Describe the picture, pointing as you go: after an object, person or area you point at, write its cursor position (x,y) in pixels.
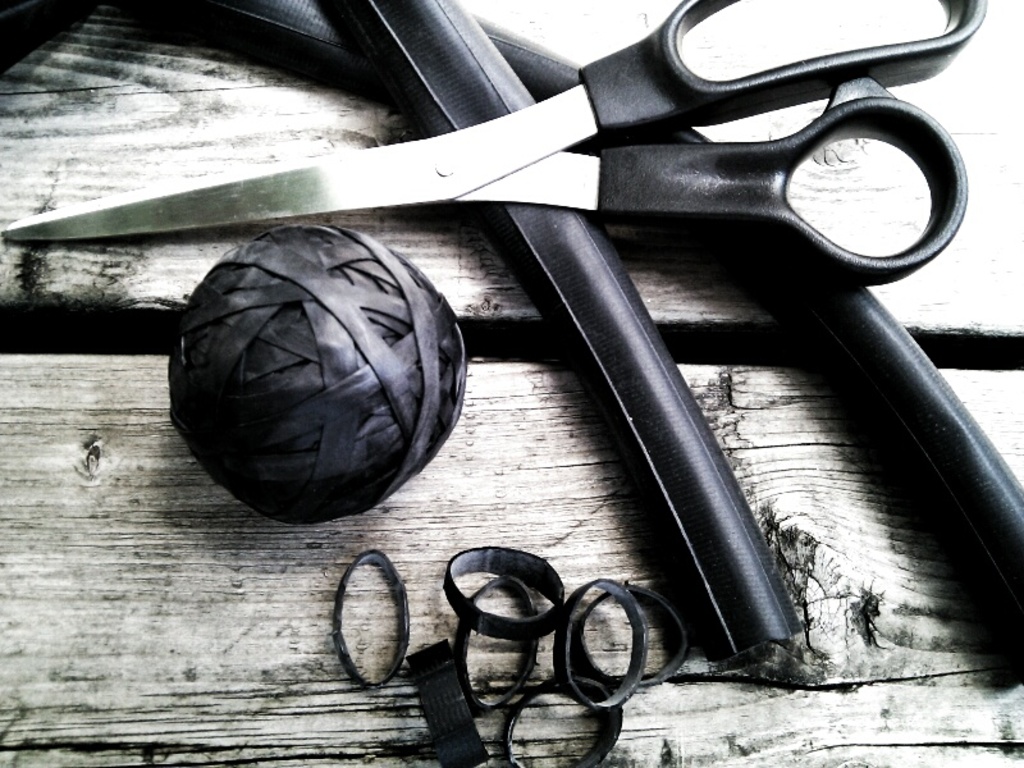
In this image there is one table (199,556), on the table (758,386) there is one scissor (629,147), pipes (950,464) and some thread ball (288,340) and some bands (533,667).
